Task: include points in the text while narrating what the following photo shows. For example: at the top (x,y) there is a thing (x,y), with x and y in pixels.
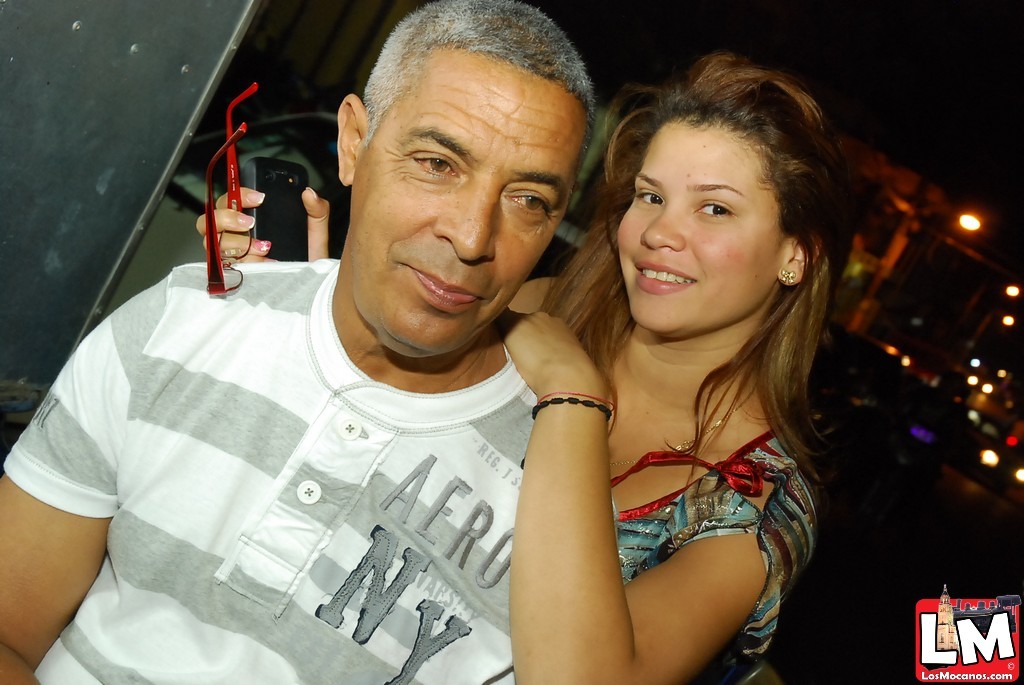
In the image there is a girl (690,321) standing behind an old man (346,449) in white t-shirt (351,497) and in the background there are lights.
